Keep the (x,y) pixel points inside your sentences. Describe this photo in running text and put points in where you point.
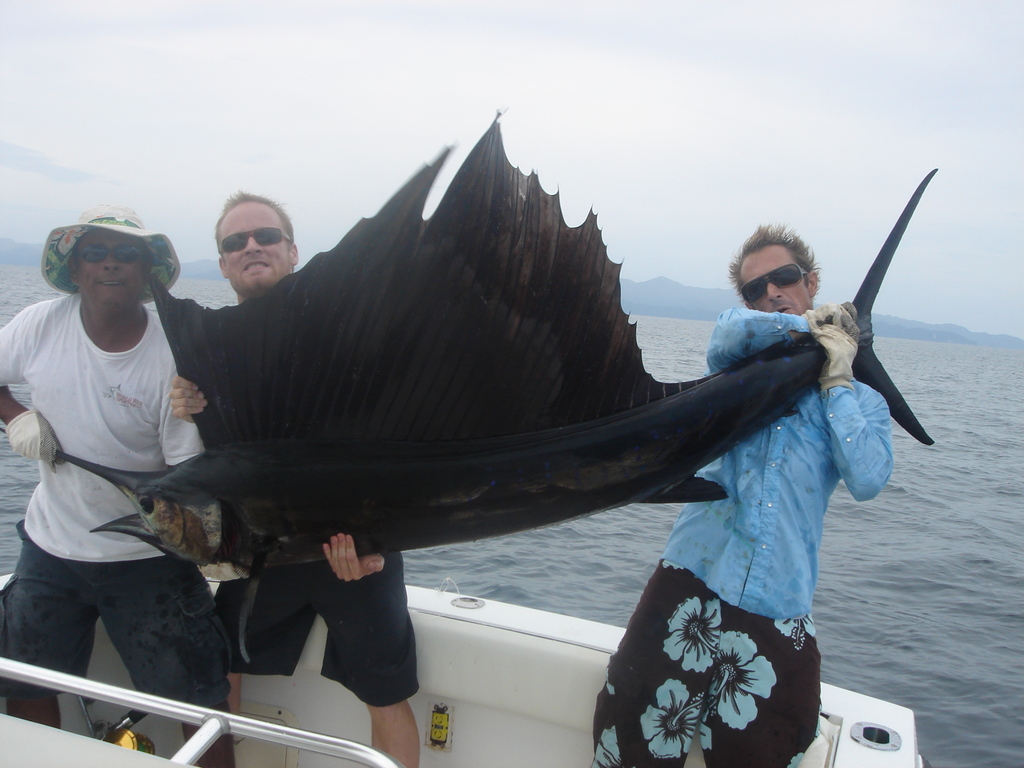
In this image, I can see three men (129,456) standing on a boat (253,689) and holding a fish (314,377). Behind these people (761,474), I can see water (946,401) and mountains (656,290). At the top of the image (404,70), this is the sky (762,203).
